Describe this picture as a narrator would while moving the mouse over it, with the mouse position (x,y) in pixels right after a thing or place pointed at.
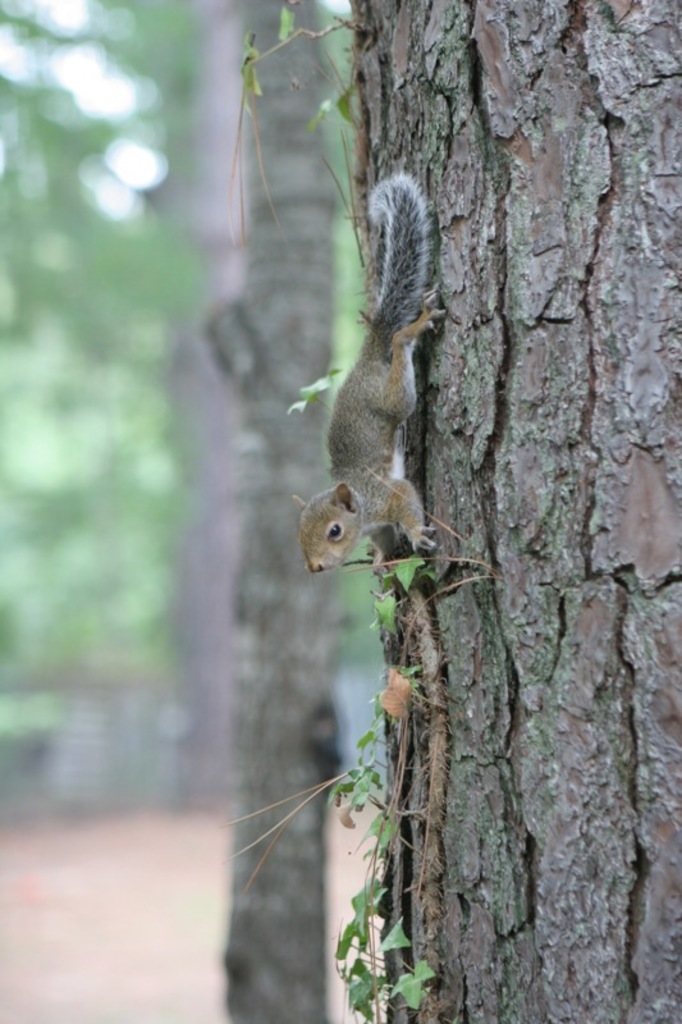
In this image we can see a squirrel (382,485) on the bark (514,515) of a tree (549,586) and some leaves (372,985). In the background (282,759), we can see some trees (192,545).
